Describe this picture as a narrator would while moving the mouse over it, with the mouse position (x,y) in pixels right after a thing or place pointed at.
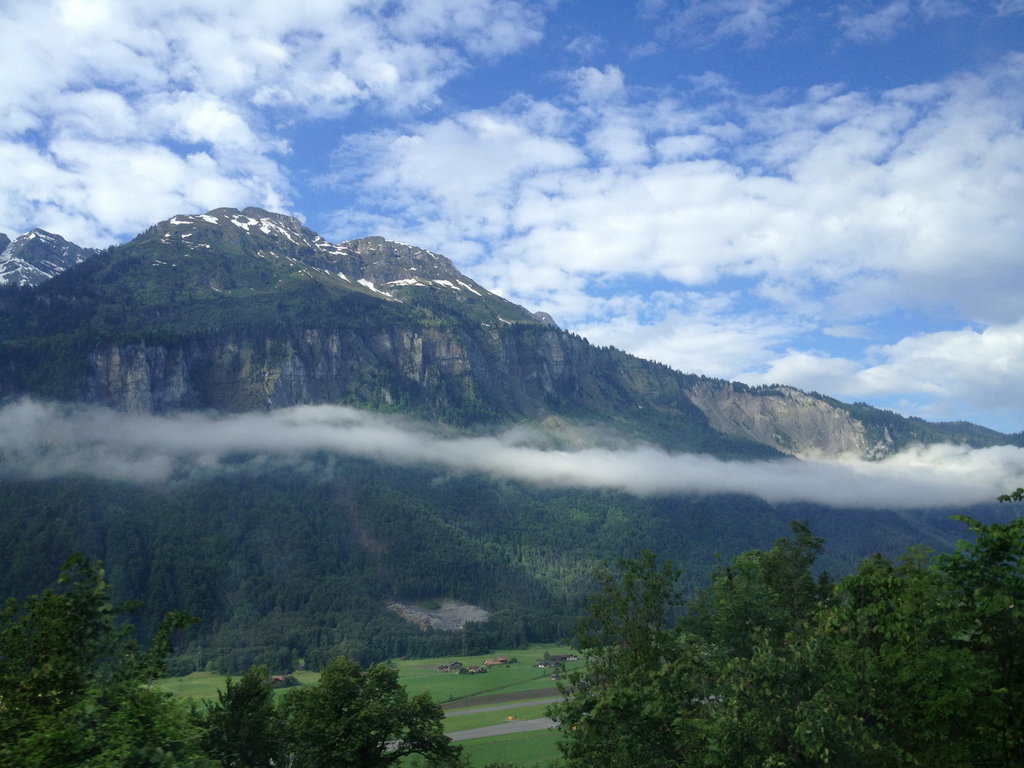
In this picture we can see a mountain (651,389), cloudy sky (527,272), grass (444,699) and trees (380,687).
